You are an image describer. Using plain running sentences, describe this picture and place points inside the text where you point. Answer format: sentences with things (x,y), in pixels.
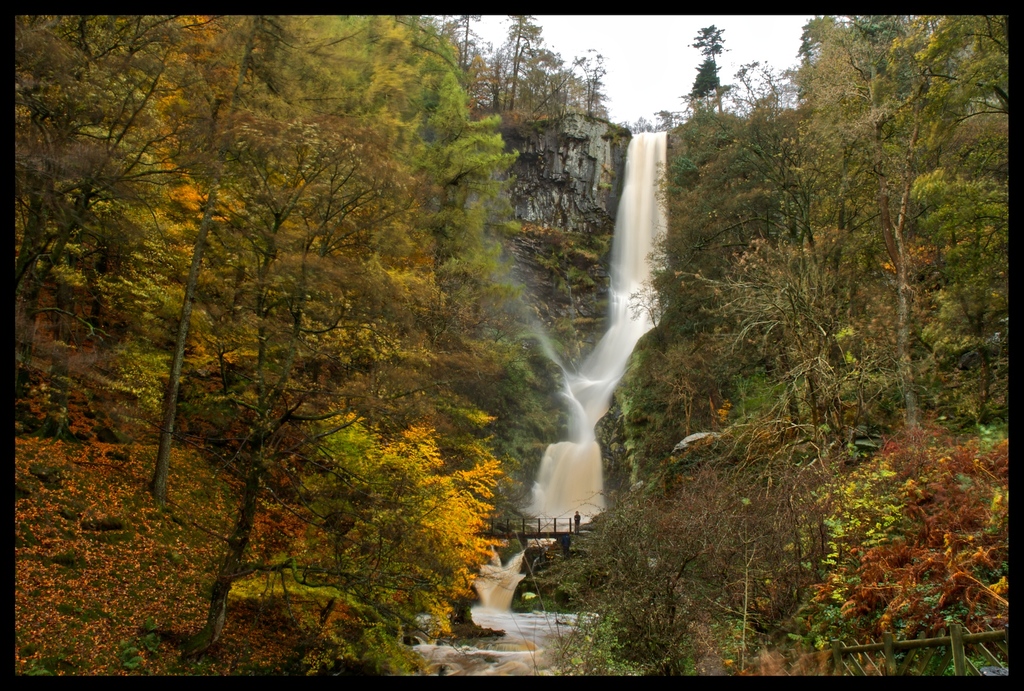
In the image we can see waterfall (483,649), trees (430,423), grass (144,557), wooden fence (949,669) and the sky (630,49). Here we can see a person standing on the bridge (541,532).
